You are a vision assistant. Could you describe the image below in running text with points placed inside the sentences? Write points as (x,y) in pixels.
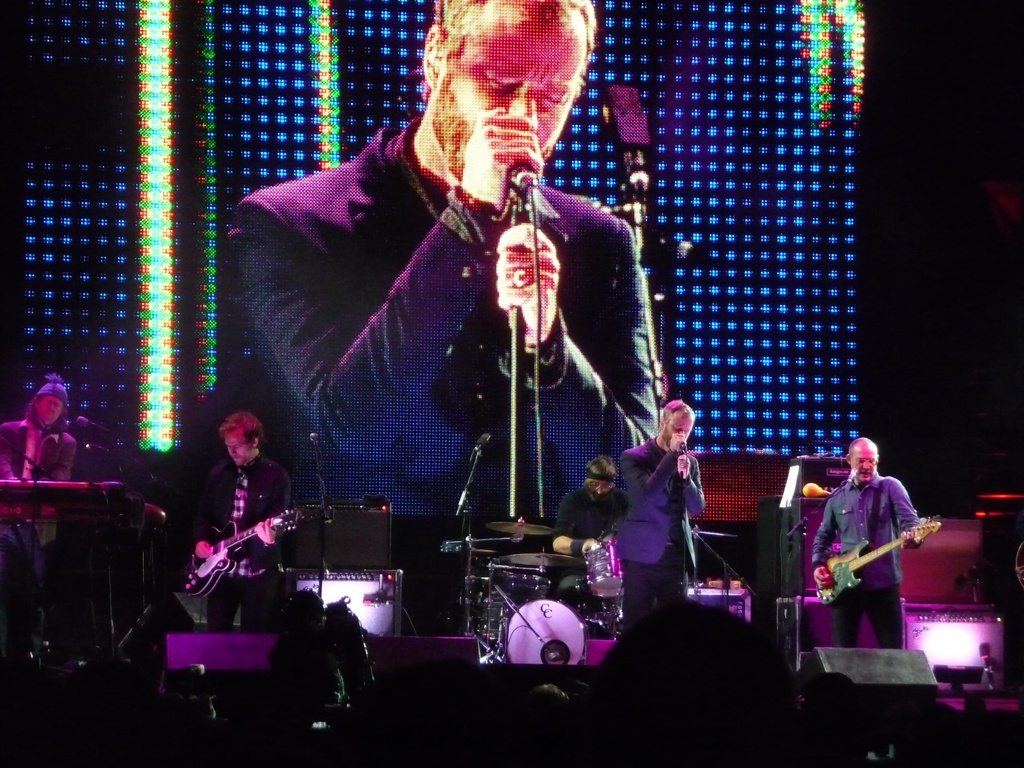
In this image we can see some people (842,527) holding musical instruments (606,586). And we can see the microphones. And in the background (303,64), we can see the screen (600,145) with lights (303,64).
